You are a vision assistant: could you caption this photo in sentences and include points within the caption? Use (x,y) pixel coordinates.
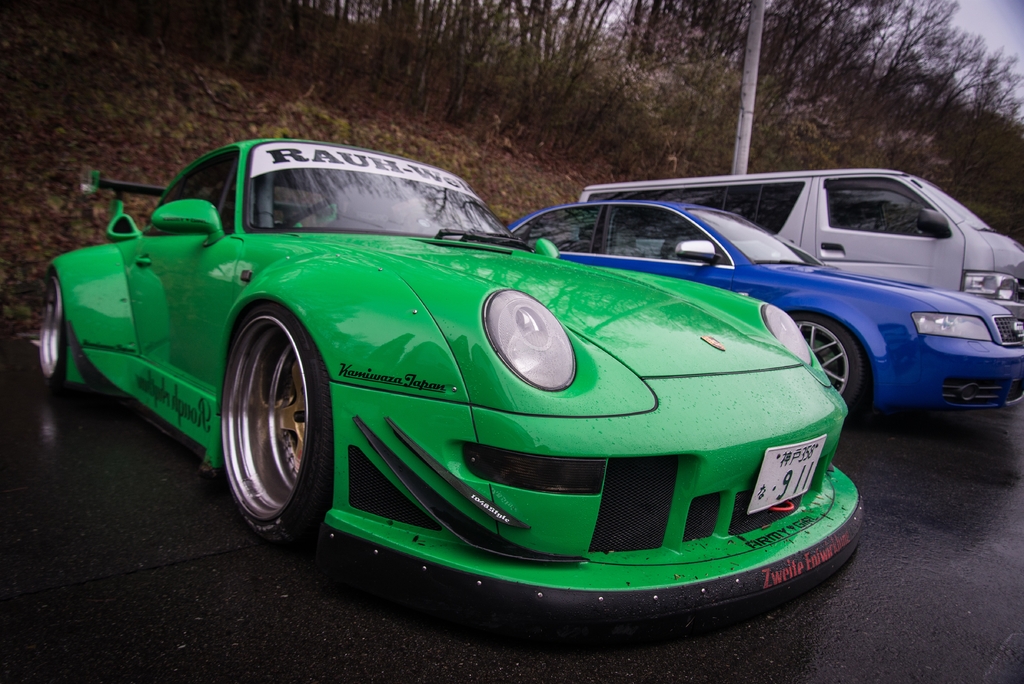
In the foreground of the picture (731,264) there are cars (667,338) parked on the road (541,663). In the background (464,50) there are trees (362,16). In the center of the picture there is a pole (757,42), dry leaves (535,175) and soil (31,164).
